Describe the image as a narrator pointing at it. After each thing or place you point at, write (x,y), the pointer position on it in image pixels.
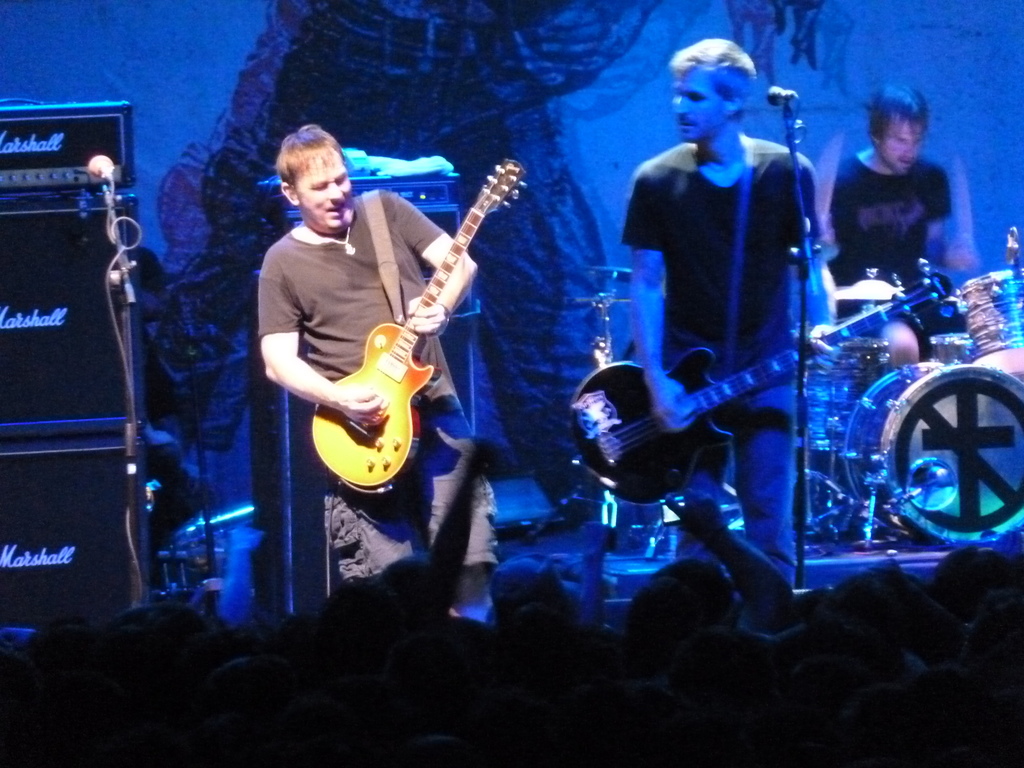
There is a group of people (409,486). They are standing on a stage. They are playing a musical instruments (374,456). We can see in background (633,178) blue color curtain (395,110) and microphone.
